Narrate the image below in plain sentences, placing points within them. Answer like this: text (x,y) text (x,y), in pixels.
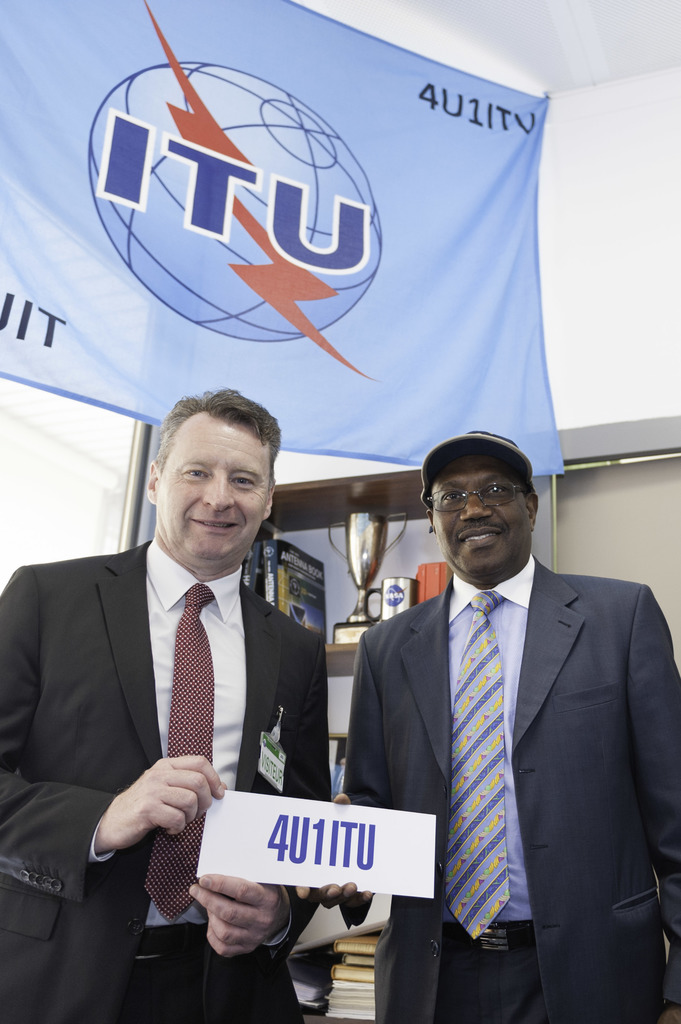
In this picture we can see two man (505,992) are standing and holding a card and on it we can see a 4U1ITU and they are in blazers (604,608), ties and shirts (517,898) and behind them we can see a rack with some books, prize cup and to the ceiling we can see a banner (360,410) with a symbol ITU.
